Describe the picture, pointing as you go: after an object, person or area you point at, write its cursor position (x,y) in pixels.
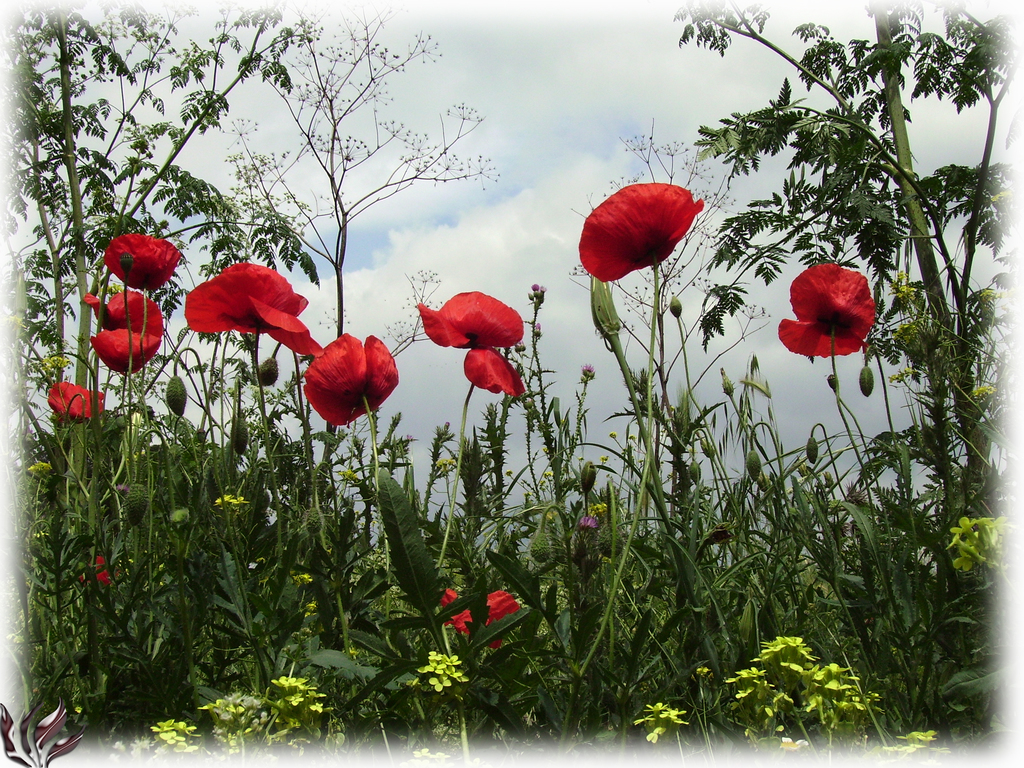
In this picture we can observe red color flowers (198,328) to the plants (283,468). We can observe some plants (341,586) on the ground (286,635). In the background (416,238) there is sky (472,194) with some clouds (561,222).
